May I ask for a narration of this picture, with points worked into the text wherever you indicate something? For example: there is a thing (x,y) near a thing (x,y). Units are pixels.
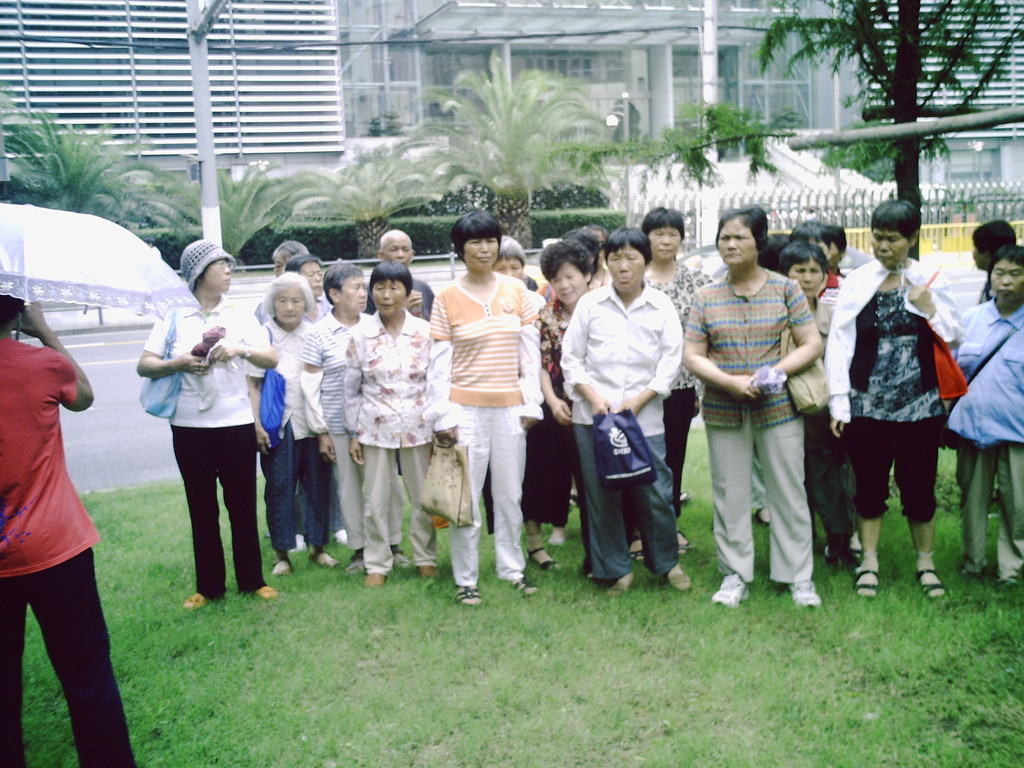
In this image, we can see people (355,370) standing and some are holding objects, one of them is wearing a cap (201,258) and some are wearing bags (609,411). In the background (492,173), there are trees (492,173) and we can see buildings (273,54), railings (790,217), plants (319,238) and an umbrella (115,275). At the bottom (246,647), there is ground (232,662) and a road (114,475).
